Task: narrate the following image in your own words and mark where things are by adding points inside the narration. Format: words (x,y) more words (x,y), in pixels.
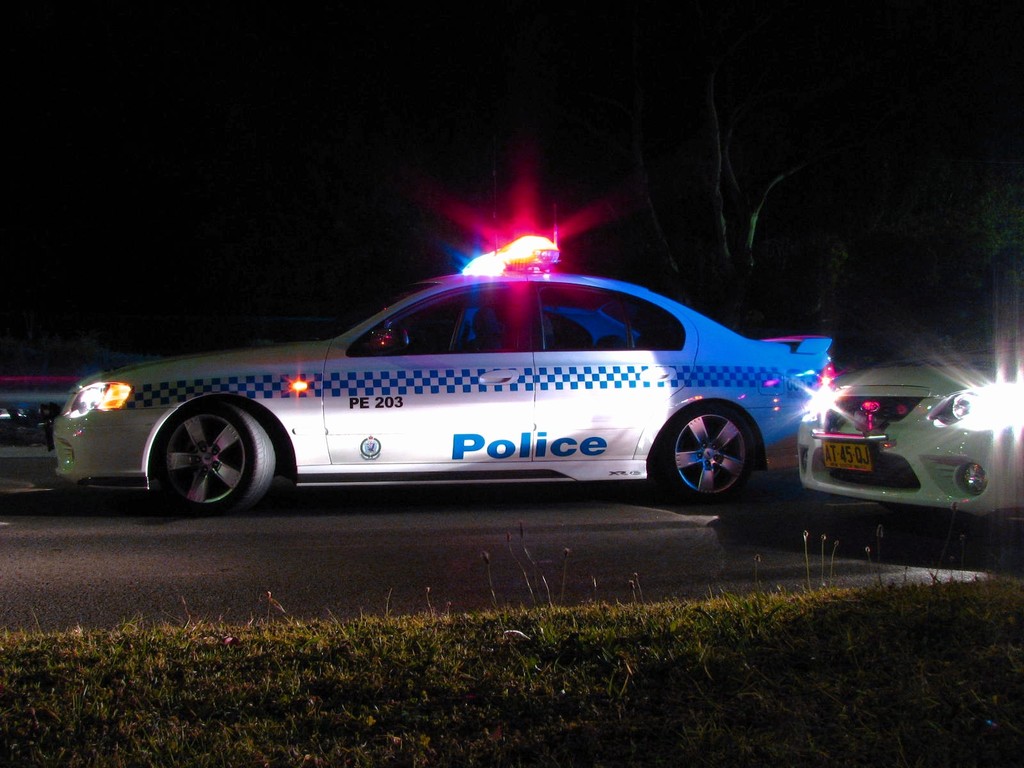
In the center of the image (557,395) we can see cars (313,433) on the road (58,524). At the bottom of the image (280,677) we can see grass (592,698). In the background (742,167) there are trees (707,163).
